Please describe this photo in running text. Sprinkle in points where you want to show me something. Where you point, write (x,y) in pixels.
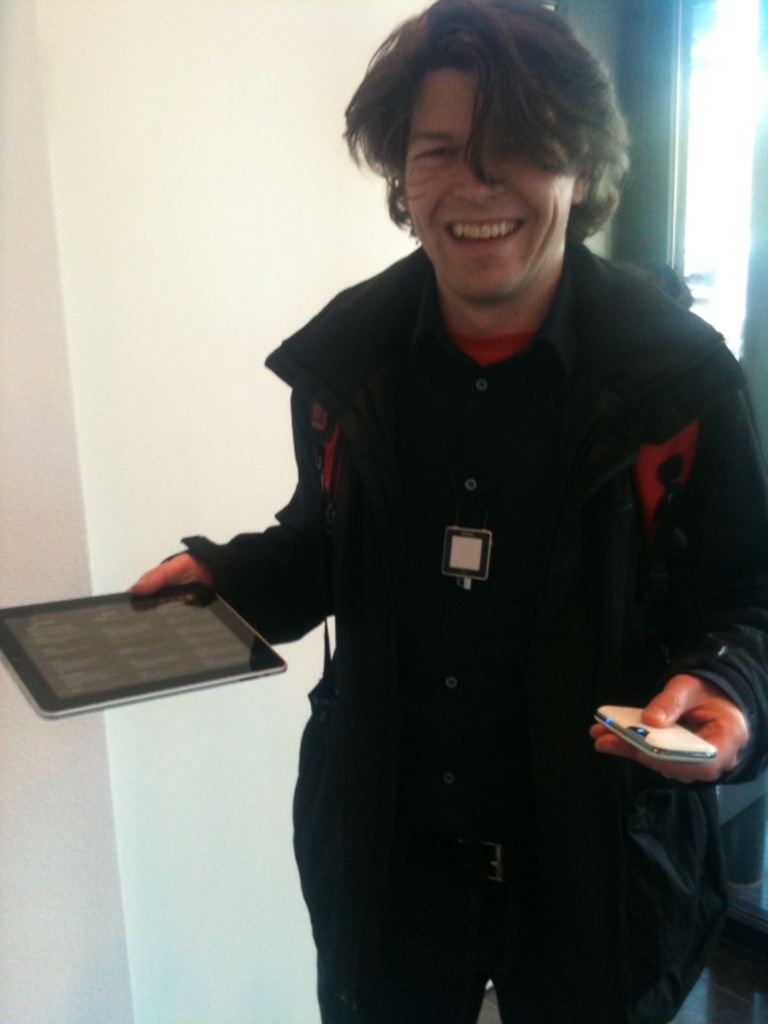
In the image a person (609,434) is standing and smiling and holding some electronic devices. Behind the person (499,714) there is wall (325,24).
